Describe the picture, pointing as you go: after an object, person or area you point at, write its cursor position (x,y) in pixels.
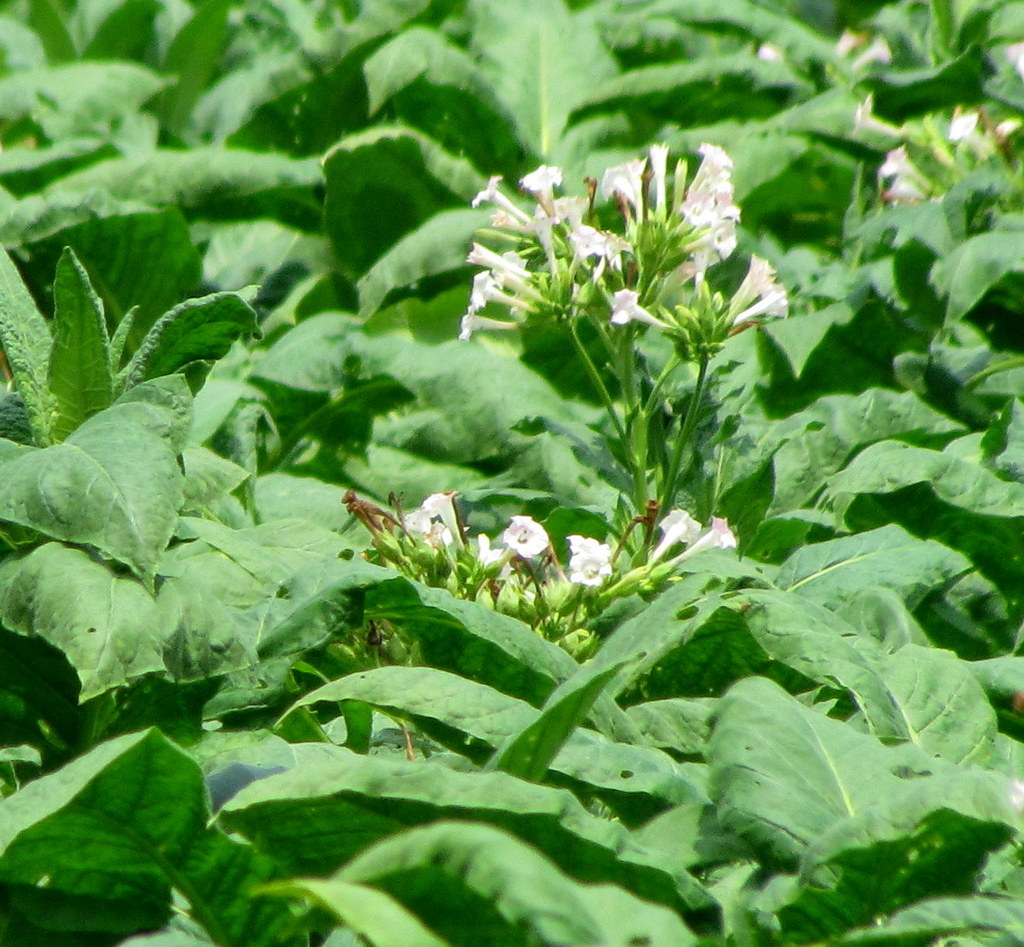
In this picture I can see leaves (880,110) and flowers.
